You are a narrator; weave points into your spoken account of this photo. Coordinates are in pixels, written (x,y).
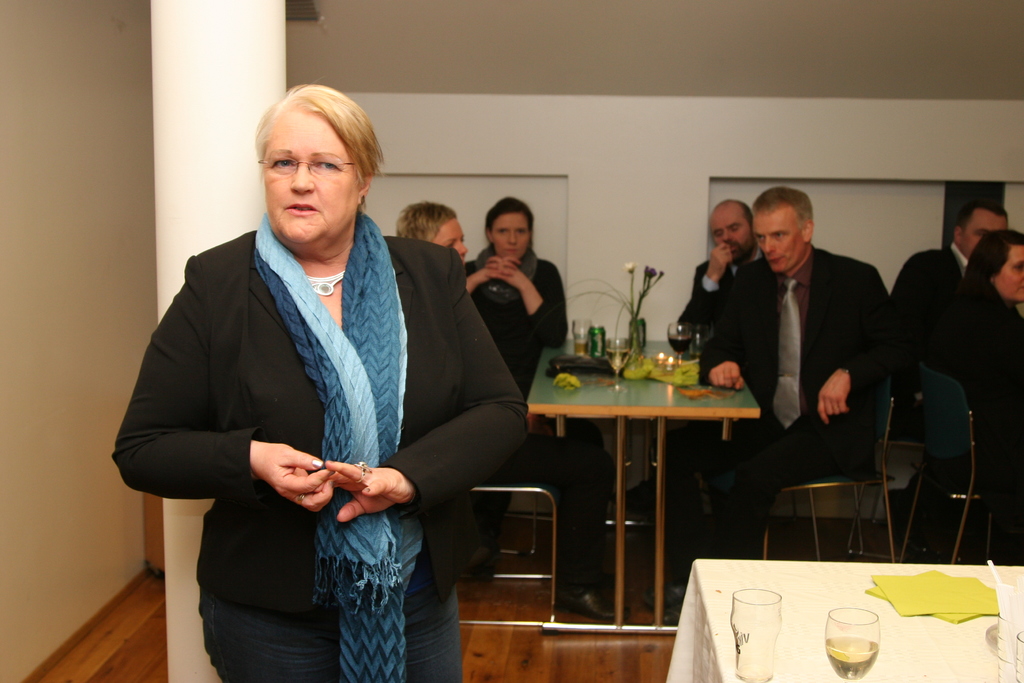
The woman (385,309) in black jacket (254,361) wore scarf (316,338). This persons (535,371) are sitting on chair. In-front of this person (489,266) there is a table (655,391). On a table (725,422) there are glasses (677,353), tin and bag (607,362).
